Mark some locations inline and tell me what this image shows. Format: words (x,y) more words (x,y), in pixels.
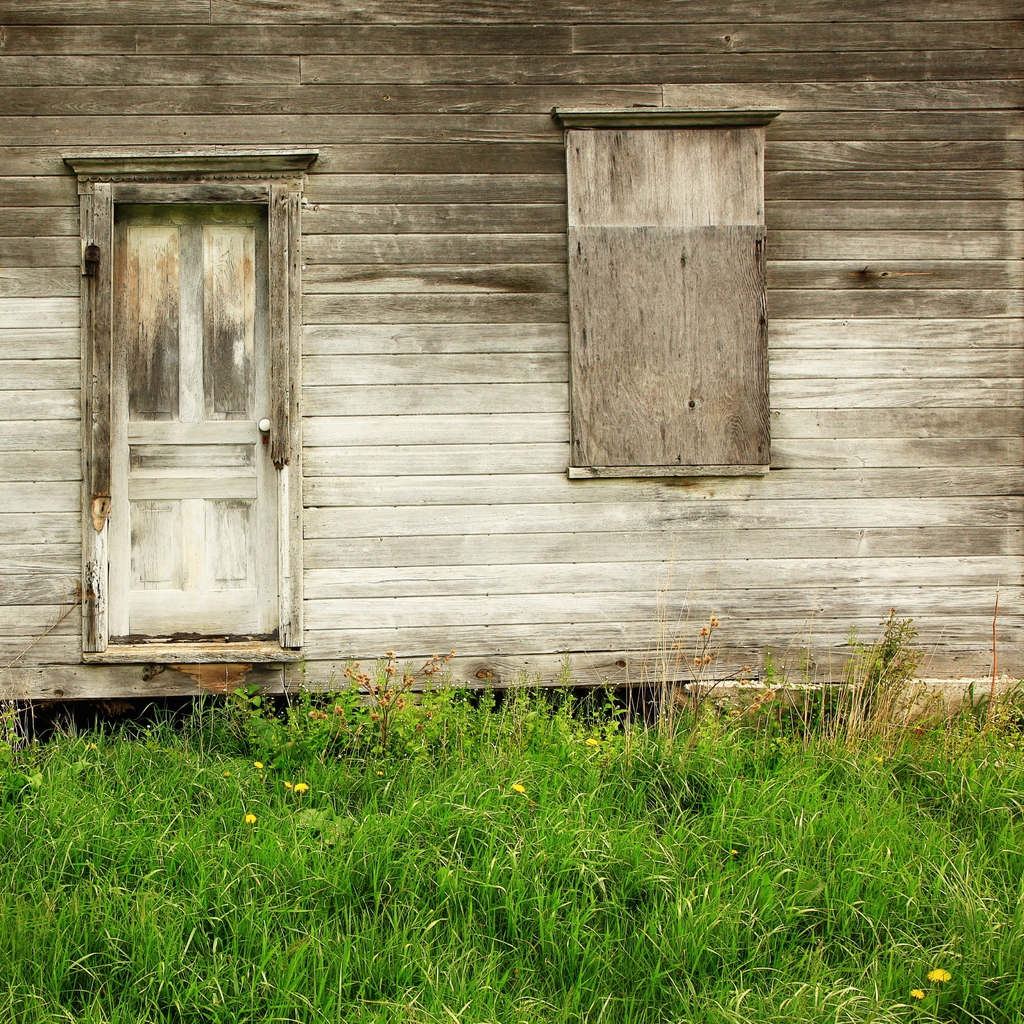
In this picture there is grassland (501,862) at the bottom side of the image (308,758) and there is a house (27,20) in the center of the image (390,420), there is a door (237,217) on the left side of the image (262,299) and there is a window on the right side of the image (692,428).
